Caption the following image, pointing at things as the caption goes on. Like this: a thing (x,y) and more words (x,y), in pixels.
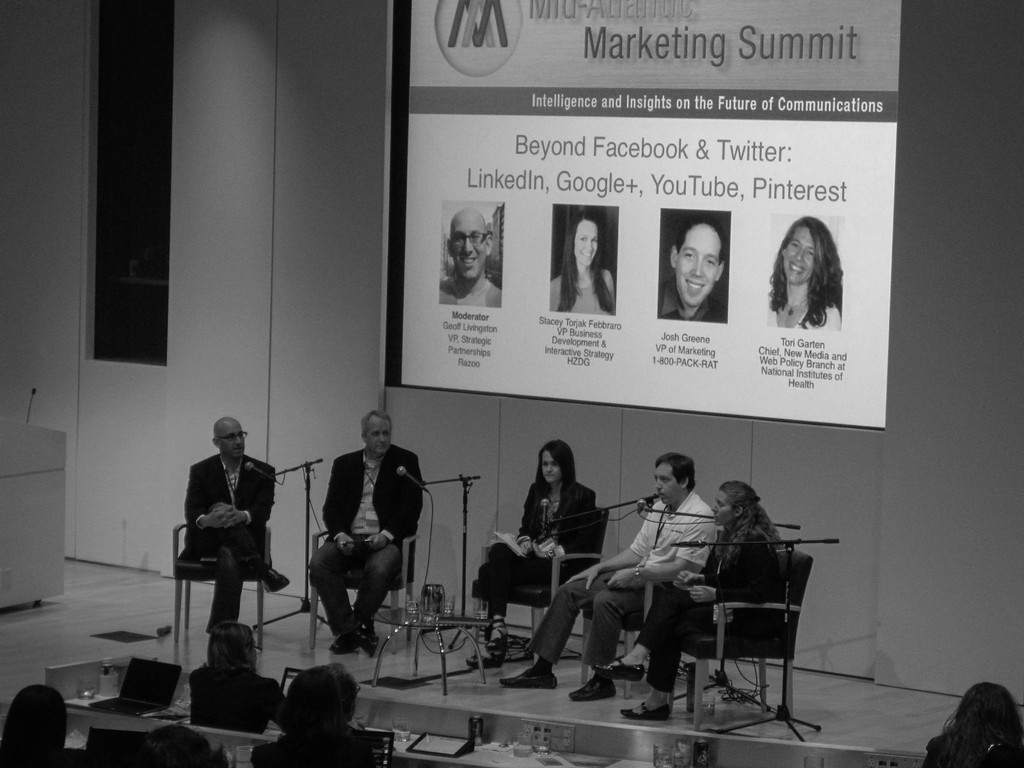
This is a black and white image where we can see men (219,517) and women (753,535) are sitting on the chairs (773,633). In front of them, we can see the stands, mics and a table (419,633). On the table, we can see glasses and jug (428,596). At the bottom of the image (93,707), we can see people (52,757), tables (504,757) and electronic devices (147,698). At the top of the image (638,114), we can see a screen (606,163) and the wall (903,213). We can see a podium (50,432) on the left side of the image (45,477).
